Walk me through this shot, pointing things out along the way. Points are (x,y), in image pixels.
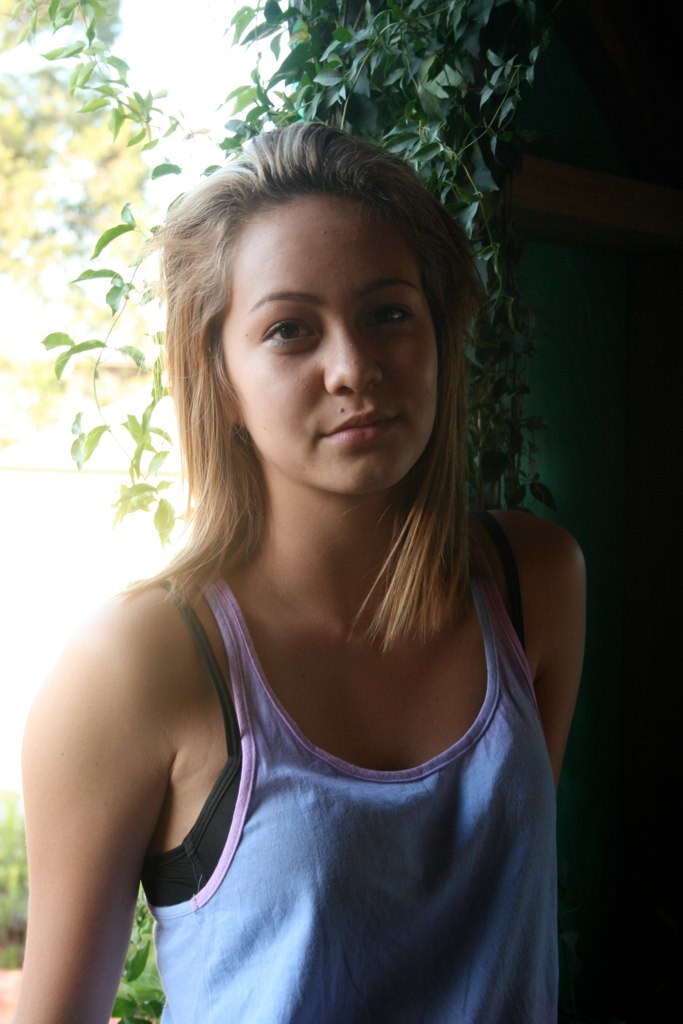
In this image, we can see a woman (260,450) standing, in the background (375,65) we can see some green leaves (410,67).
